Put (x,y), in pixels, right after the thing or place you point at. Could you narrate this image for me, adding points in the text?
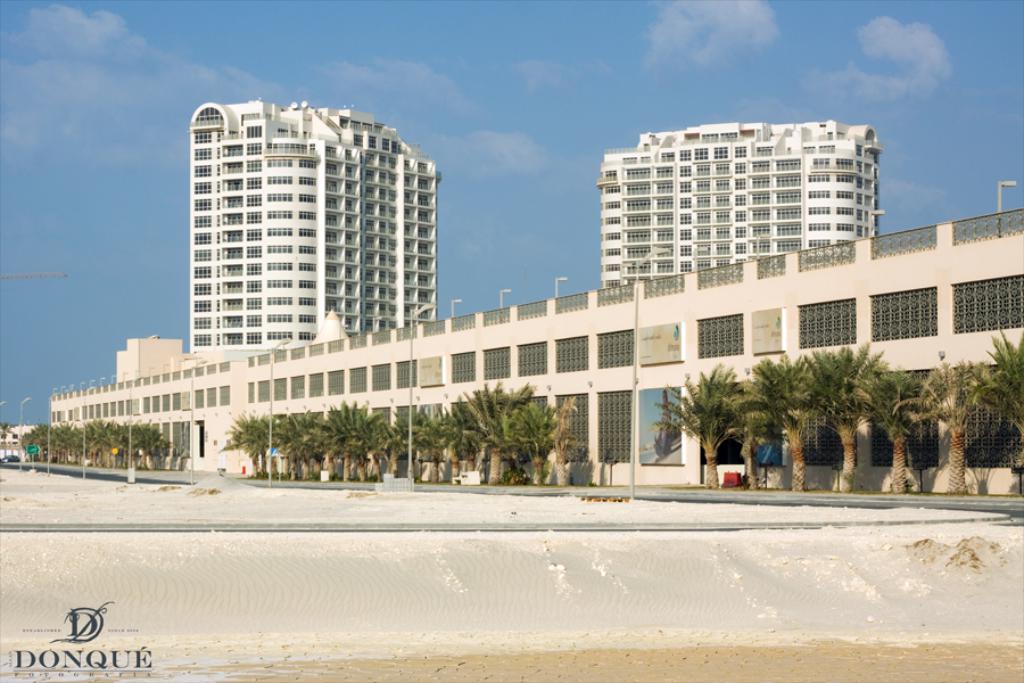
In the image there are buildings (434,200) in the background (553,378) with trees (373,424) in front of it along with street lights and above its sky (628,101) with clouds (489,157).
